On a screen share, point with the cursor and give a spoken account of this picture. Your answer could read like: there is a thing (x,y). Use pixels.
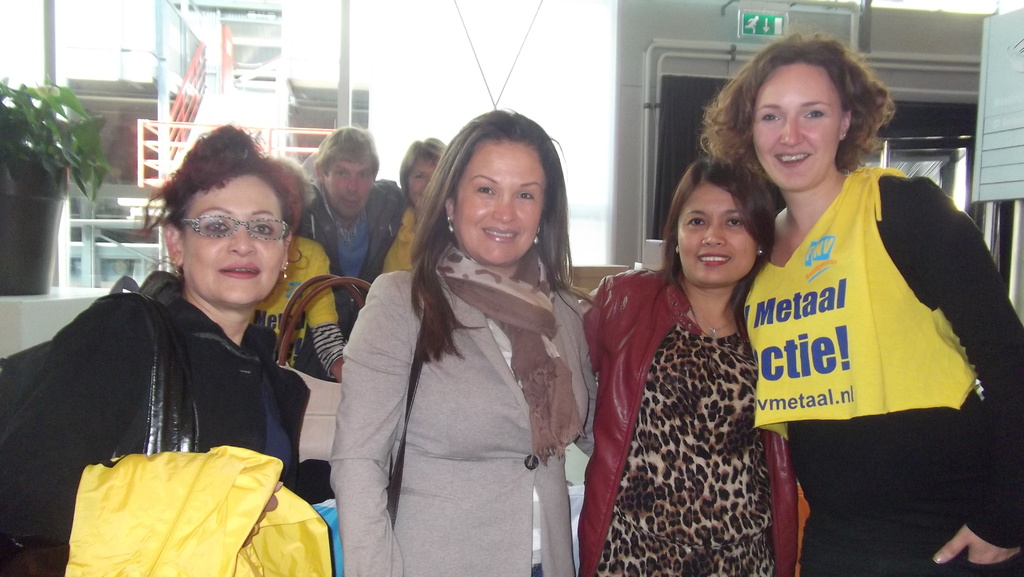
In this image I can see four women (473,410) are standing and smiling. In the background (346,141) I can see few other person's (356,185), a flower vase (61,190), the railing (183,132), few buildings (169,165), a green colored sign board (788,32) and the white colored sky (446,66).
